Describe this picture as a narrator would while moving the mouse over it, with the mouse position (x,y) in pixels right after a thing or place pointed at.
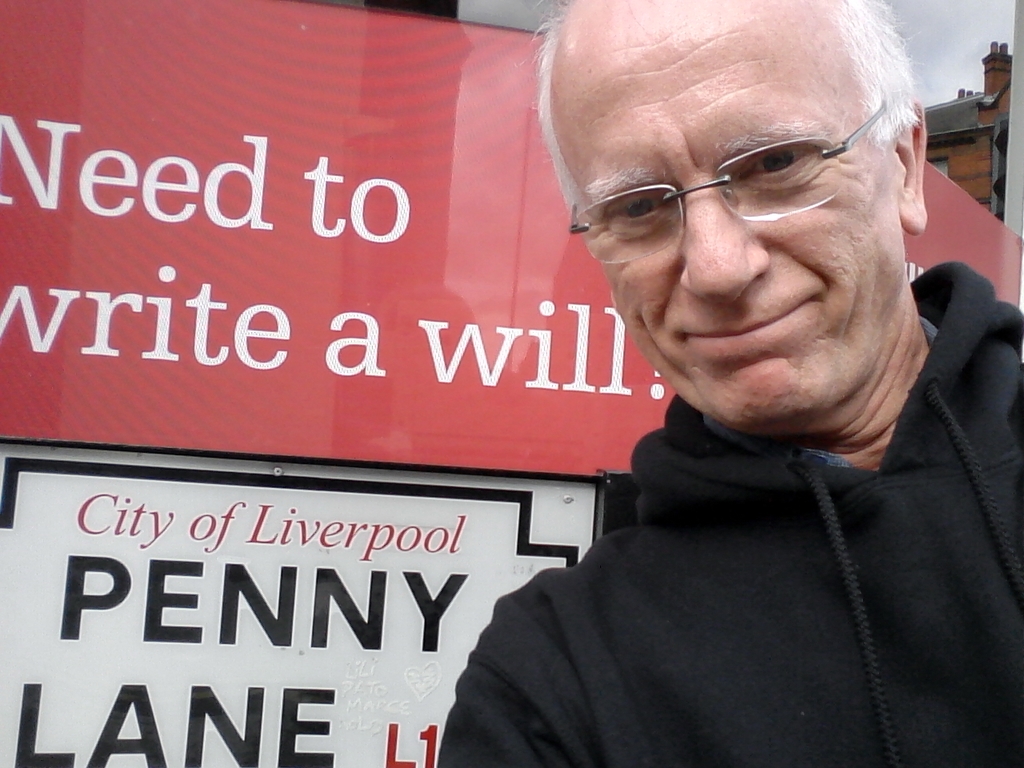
In the image there is an old man (779,88) with white hair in black hoodie (829,564) standing on the right side (932,647) in front of a banner (261,272).
